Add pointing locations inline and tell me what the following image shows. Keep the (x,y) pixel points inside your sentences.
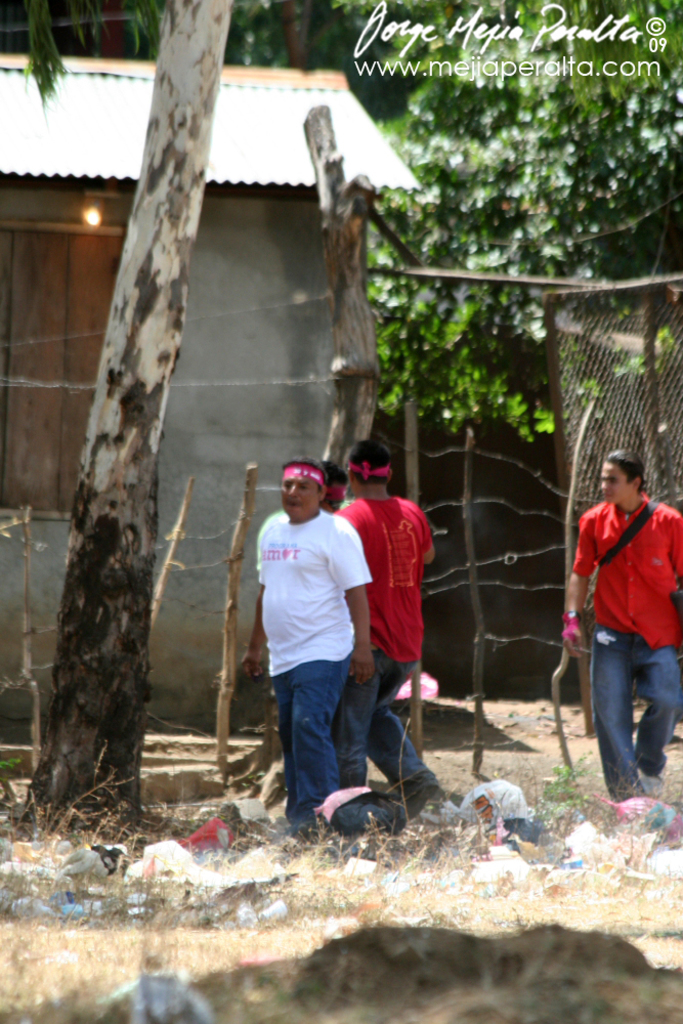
In the image we can see there are four people (422,621) wearing clothes (403,660). This is a dry grass (363,892), tree trunk (104,610), fence (562,371), trees (562,150), house (246,267), light (97,218) and a watermark (458,69). This is a wooden pole (240,548) and a trash (502,848).
